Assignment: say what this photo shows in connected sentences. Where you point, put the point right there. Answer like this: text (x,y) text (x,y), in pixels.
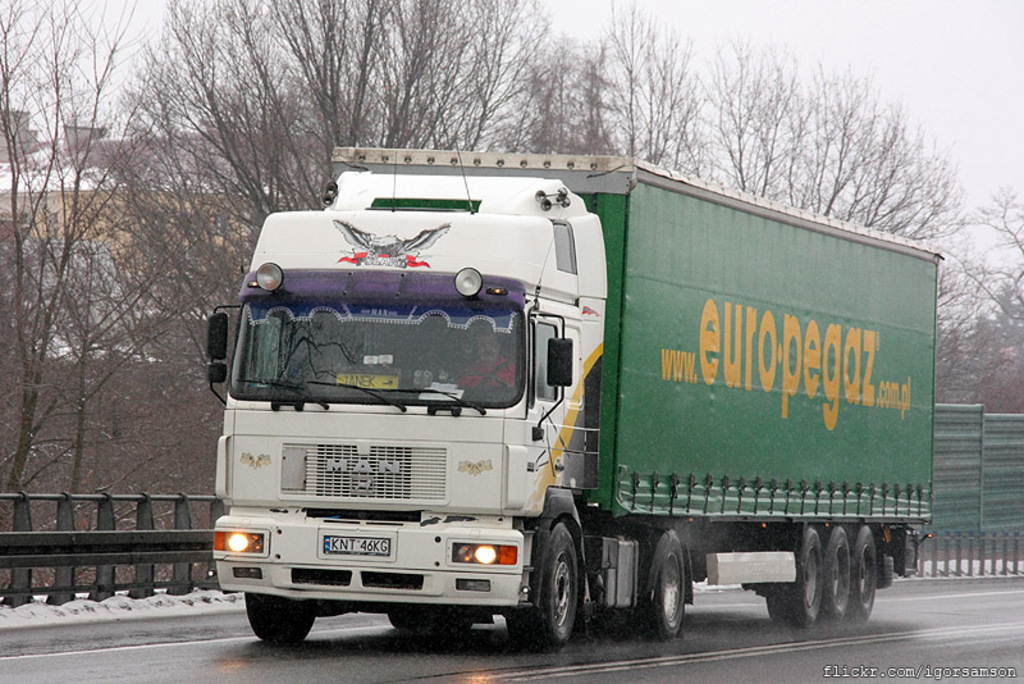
In the center of the image (445,276) there is a truck (520,601) on the road (888,607). In the background of the image (312,187) there are trees (318,174). At the top of the image (930,50) there is sky (819,38). At the bottom of the image (606,667) there is road (954,629). There is some text (928,669). There is fencing (15,500).
